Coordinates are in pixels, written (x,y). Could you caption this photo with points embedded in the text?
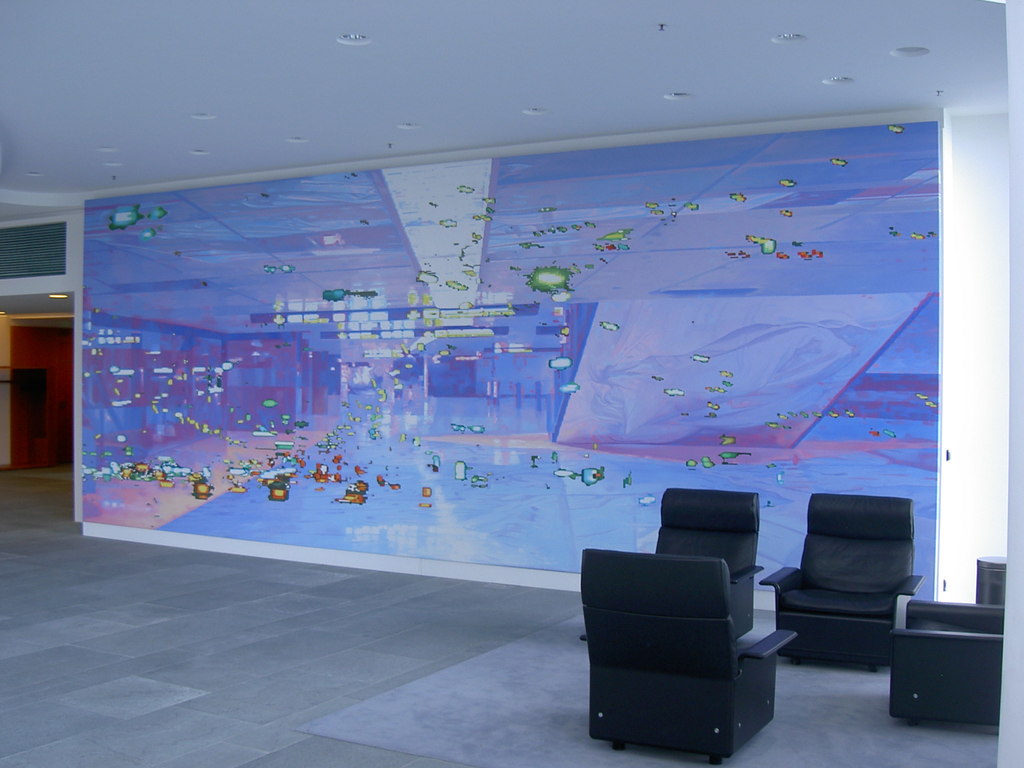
In this image I can see few couches (767,679), they are in black color. Background (873,363) I can see a multi color wall (312,318) and I can see a door (37,342) in brown color and the roof (271,54) is in white color and I can see few lights (540,115).
